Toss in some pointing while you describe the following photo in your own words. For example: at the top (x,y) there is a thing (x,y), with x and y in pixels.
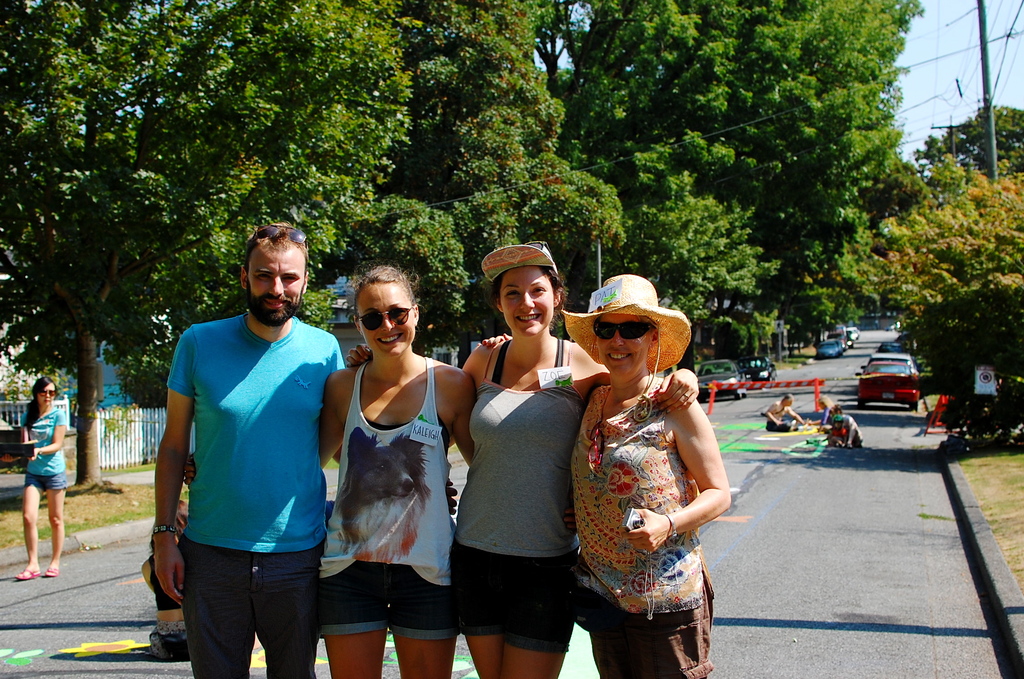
This image is clicked on the road (857,533). There are four people (310,480) standing on the road (817,489). They are smiling. Behind them there are a few people (769,410) sitting on the roads (740,555). There are cars (846,330) parked on the road (799,368). On the either sides of the road (825,368) there are trees (730,227) and grass (1021,467) on the ground (970,462). To the left (156,433) there is a railing (146,415). In the top right (1019,101) there are poles (952,144) and the sky (933,76).
